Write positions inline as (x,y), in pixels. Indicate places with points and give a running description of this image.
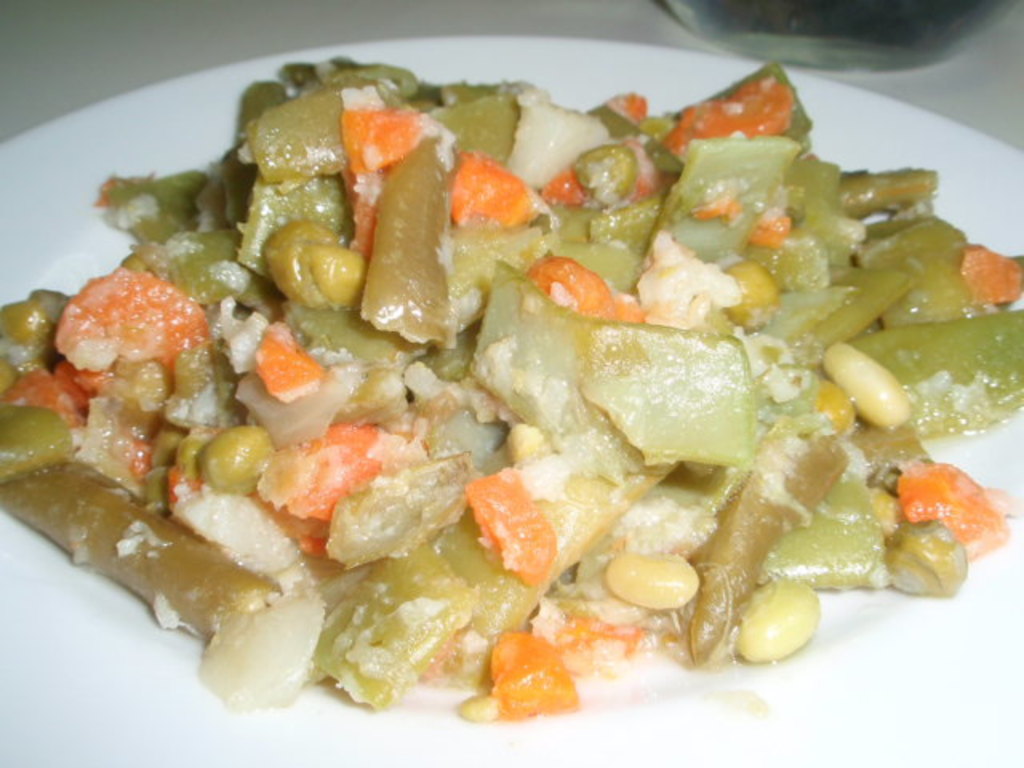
In this image we can see food items (350,390) in a plate (849,125) and an object (802,26) are on a platform (965,97).
